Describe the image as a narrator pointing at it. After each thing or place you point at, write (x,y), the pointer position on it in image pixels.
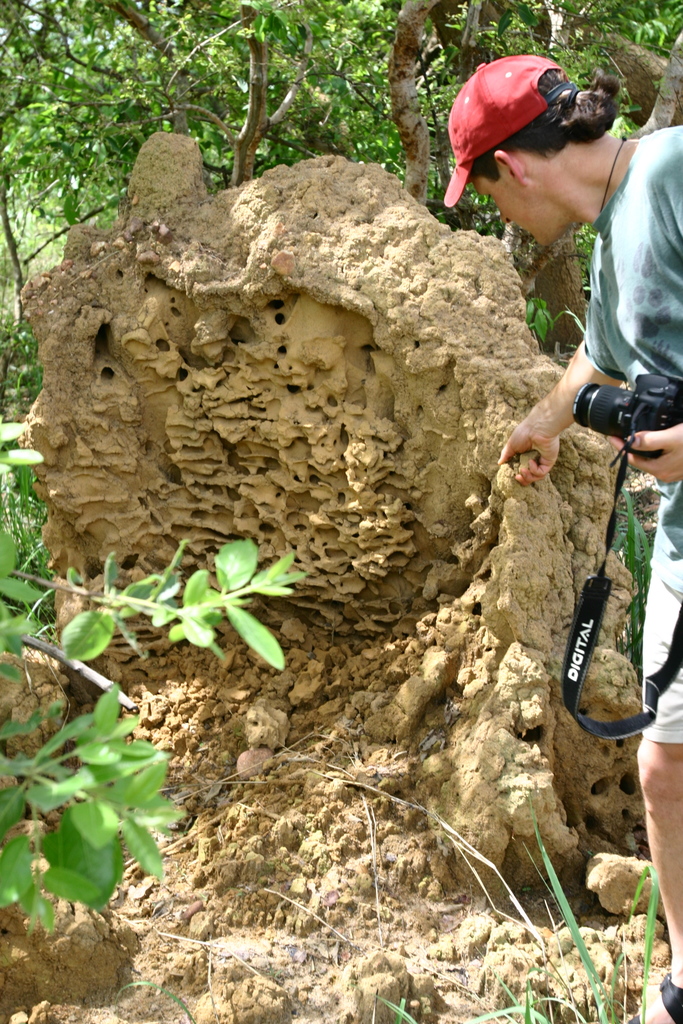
In this picture we can see a person (672,428) is standing and holding a camera (653,413), on the left side (74,724) there is a plant (77,631), in the background (634,103) we can see trees (282,62).
